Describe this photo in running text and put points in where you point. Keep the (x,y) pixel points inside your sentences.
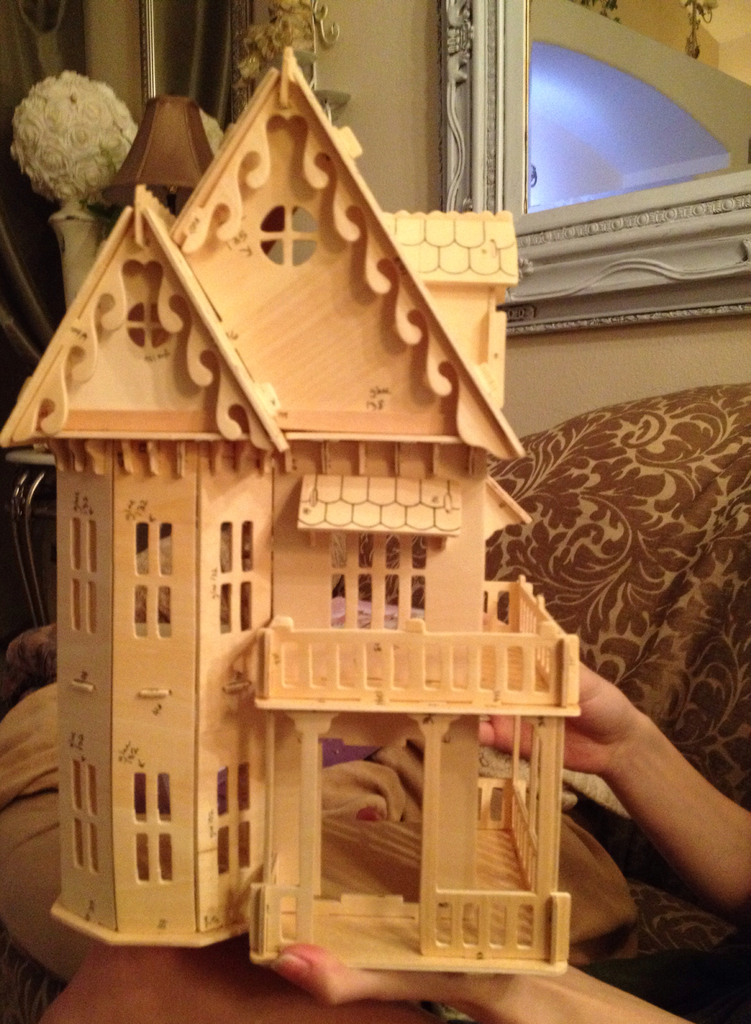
In the image we can see a toy house (182,755) made up of wood (246,745) and here we can see human hands (674,766). Here we can see the wall (618,350) and frame (539,329) stick to the wall (552,336).
